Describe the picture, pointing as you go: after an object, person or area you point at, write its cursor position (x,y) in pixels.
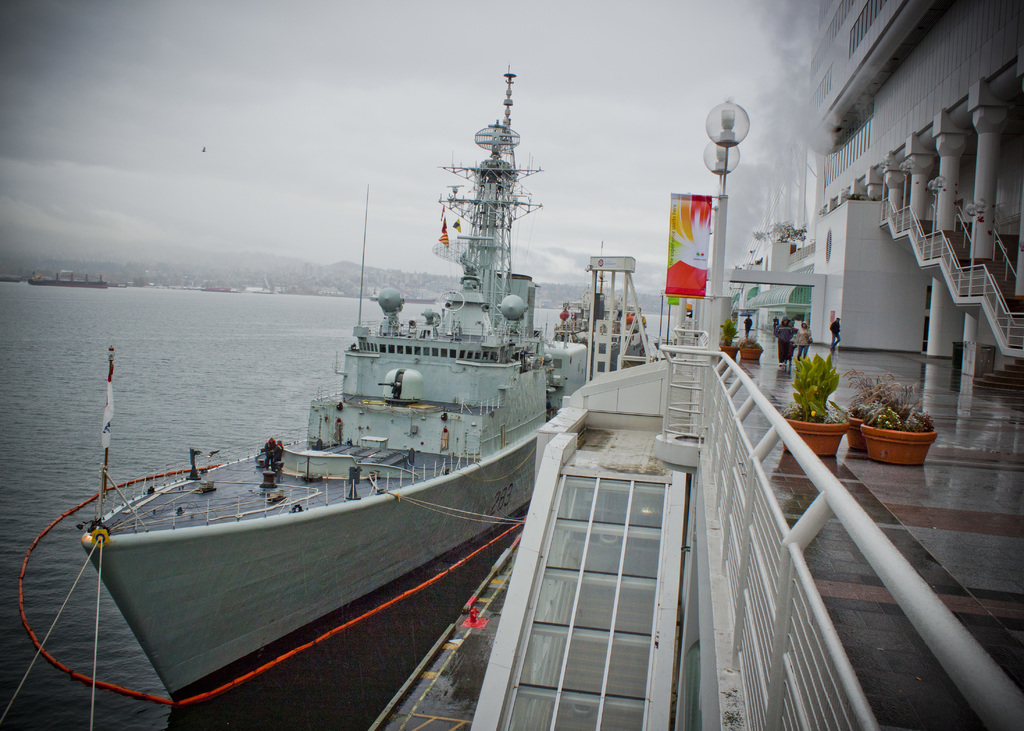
We can see ships (504,440) above the water (250,702). There are people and we can see plants (904,402) with pots (884,460) on the floor (840,372), banner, flags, lights (711,160), pillars (948,116) and poles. In the background (418,33) we can see sky (289,211) with clouds (286,239).
